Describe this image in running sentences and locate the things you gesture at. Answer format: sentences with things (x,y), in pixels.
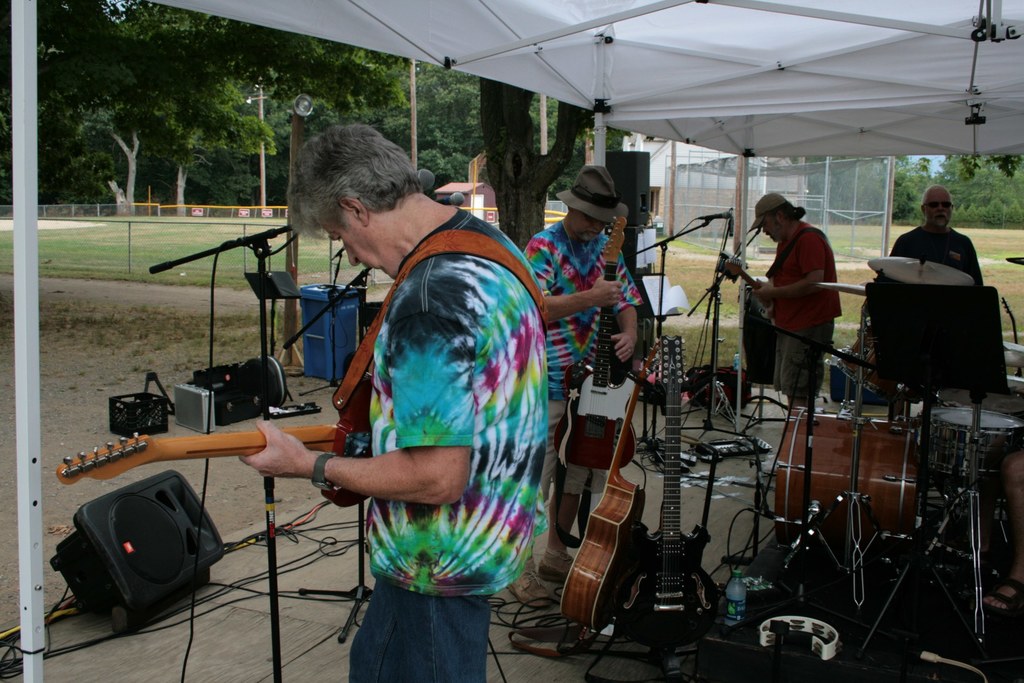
In the center of the image (539,421) we can see a few people (780,355) are standing and they are holding guitars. And they are under a tent (617,25). And we can see speakers (119,507), microphones (347,288) and some musical instruments (964,416) around them. In the background (449,126) we can see trees (191,192), grass (249,250), poles (297,225), fence (841,209) etc.
